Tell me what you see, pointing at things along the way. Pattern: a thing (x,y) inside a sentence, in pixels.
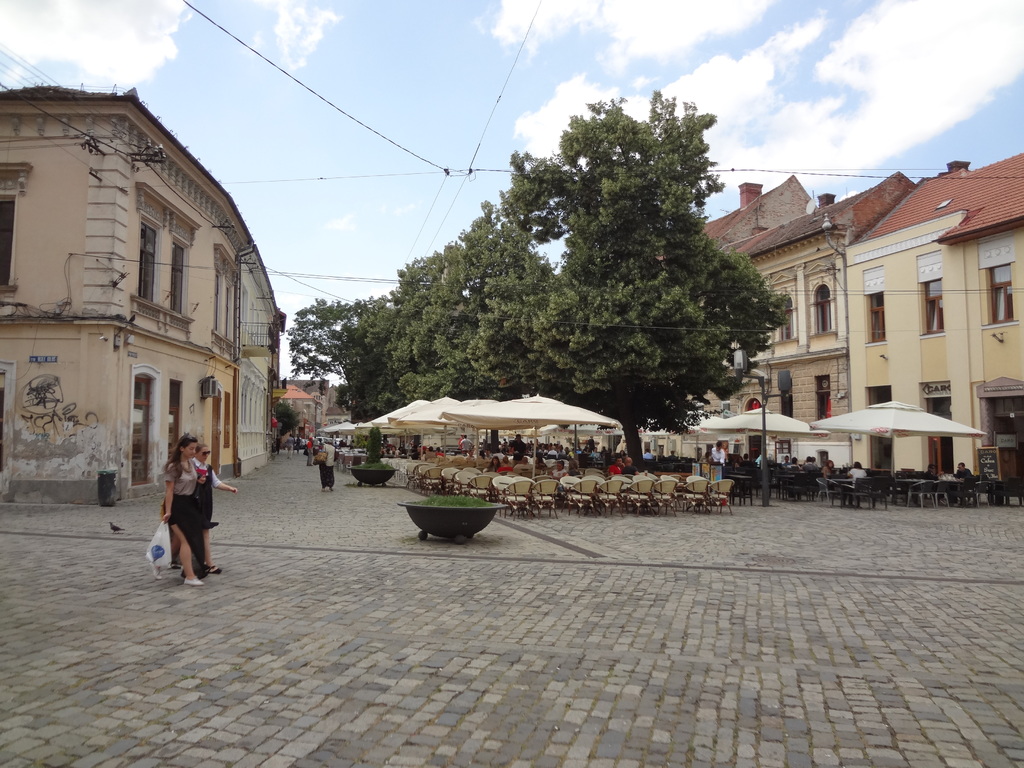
In this image we can see people (312,440), buildings (112,412) with windows (784,443), chairs (869,498), tents (786,423), trees (674,348) and in the background (316,56) we can see the sky (456,133).
